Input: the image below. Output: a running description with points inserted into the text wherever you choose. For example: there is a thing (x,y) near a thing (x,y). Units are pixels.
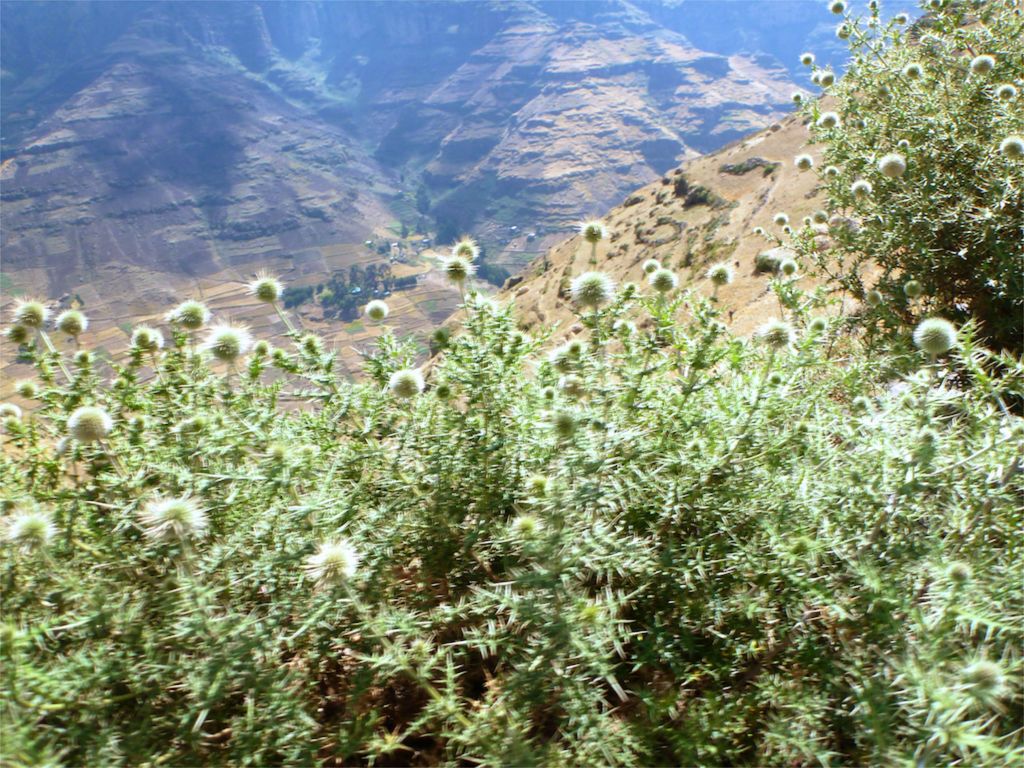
In this image we can see the plants (636,414) with flowers (412,370) and mountains (435,124).
